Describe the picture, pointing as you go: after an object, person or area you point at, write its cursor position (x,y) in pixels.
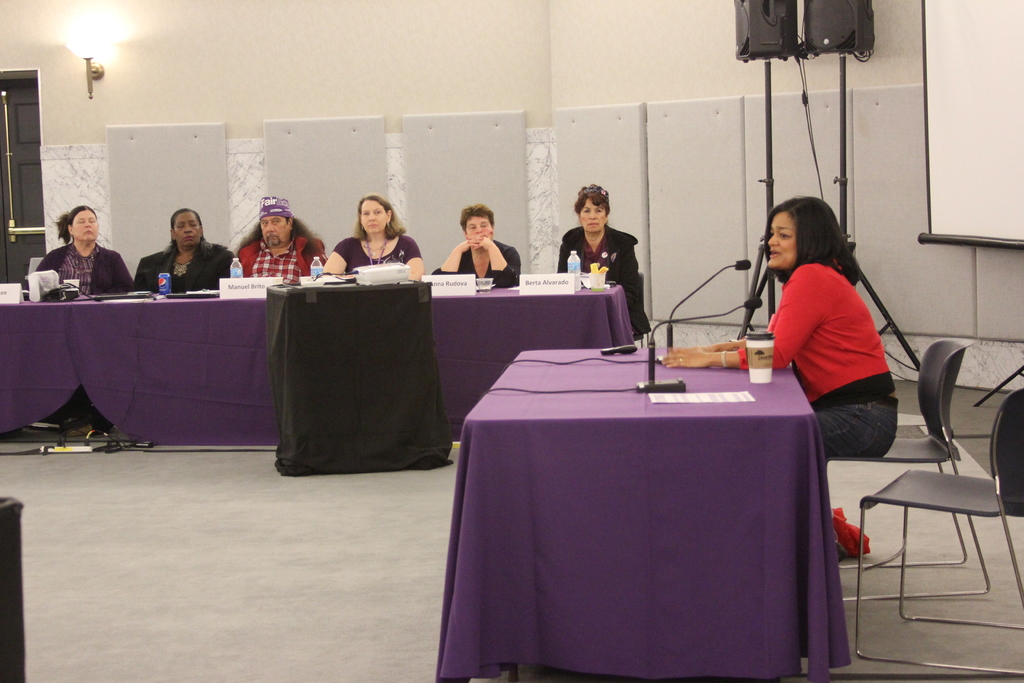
This image is clicked in a room (929,273) where there is a screen (945,170) on the top right corner (975,115). There is a light (105,44) on the top left corner (98,48). There are tables (516,360) and chairs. People (795,260) are sitting on chairs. On the tables (636,447) there are mics (722,267), cups (753,374), papers (740,399), name boards (569,287), bottles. There is a door (25,157) on the left side (15,208).
